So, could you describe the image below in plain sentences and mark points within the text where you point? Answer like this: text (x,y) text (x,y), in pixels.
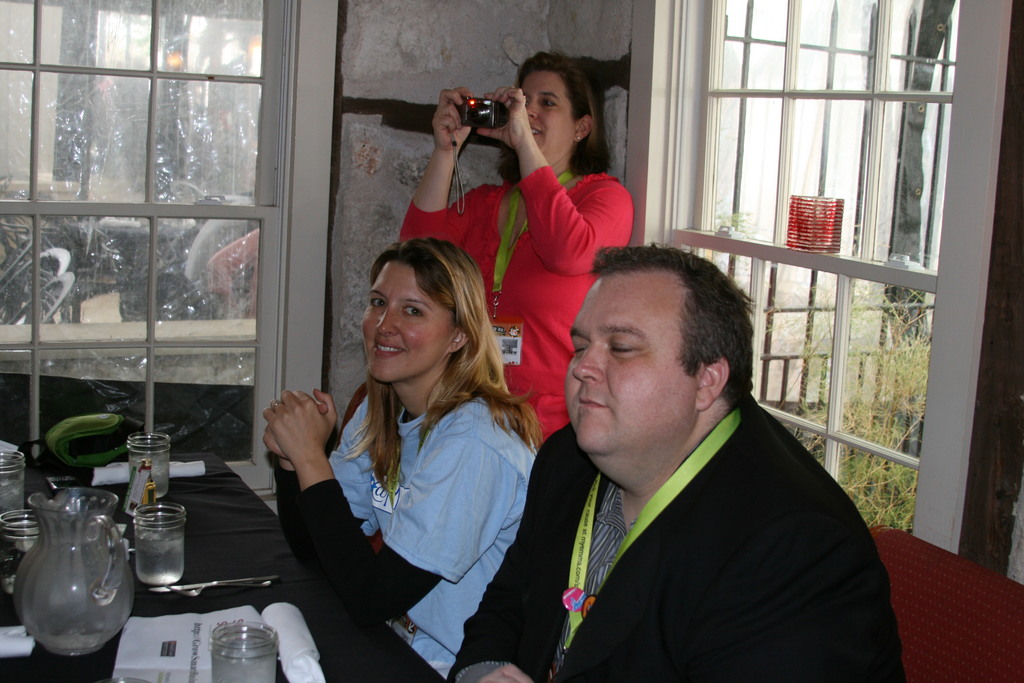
In this picture we can see there are two persons (512,466) sitting and a woman (515,232) is holding a camera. In front of the people (447,556), there is a table (324,617) and on the table (314,589) there are glasses (143,448), spoons (215,581), a jar (100,550) and some objects (182,667). Behind the people (450,293), there are windows (813,256) and wall (482,168). On the right side of the image (891,399), we can see a plant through a window (859,402).
